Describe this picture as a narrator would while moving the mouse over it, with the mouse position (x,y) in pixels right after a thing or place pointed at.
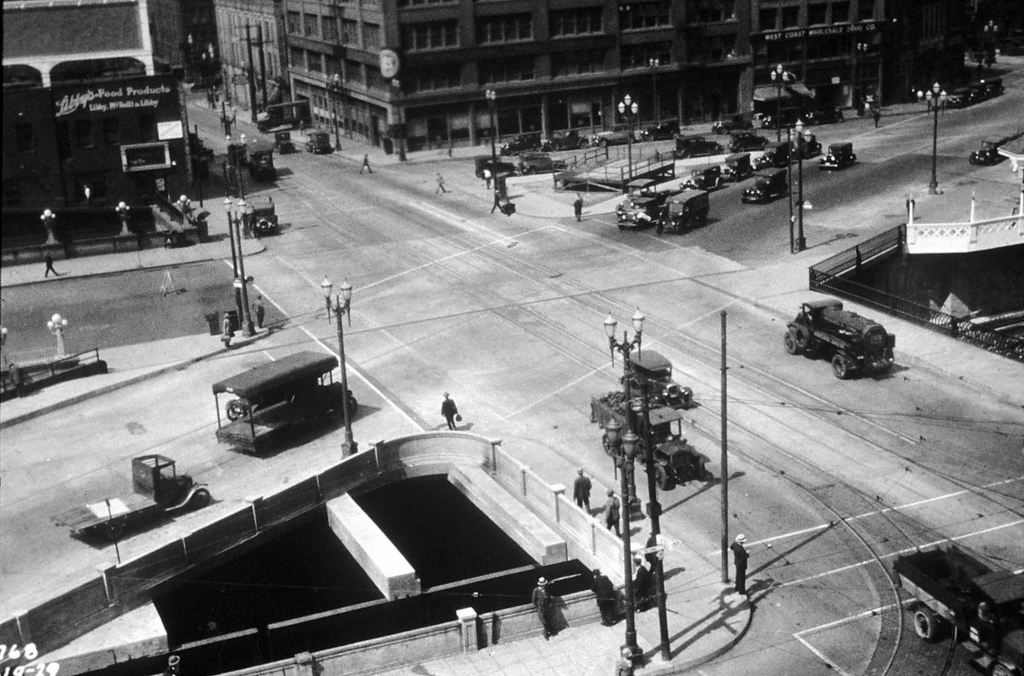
This is a black and white image. In this image we can see vehicles (683,401) on the roads (504,297). There are many people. Also there are light poles (631,392). And there are buildings (349,97) and railings (530,493).
